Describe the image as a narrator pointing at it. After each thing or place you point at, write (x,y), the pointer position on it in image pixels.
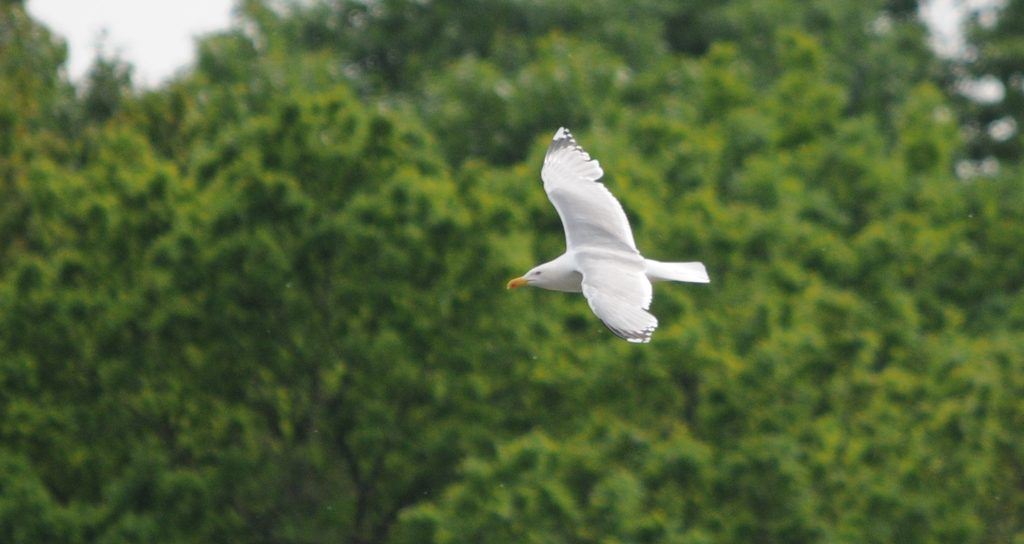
In this image a white colour bird (621,277) is flying in air (505,278). Behind it there are few trees (422,419) and leaves (191,201). Left top of image (130,42) there is sky (153,28).
